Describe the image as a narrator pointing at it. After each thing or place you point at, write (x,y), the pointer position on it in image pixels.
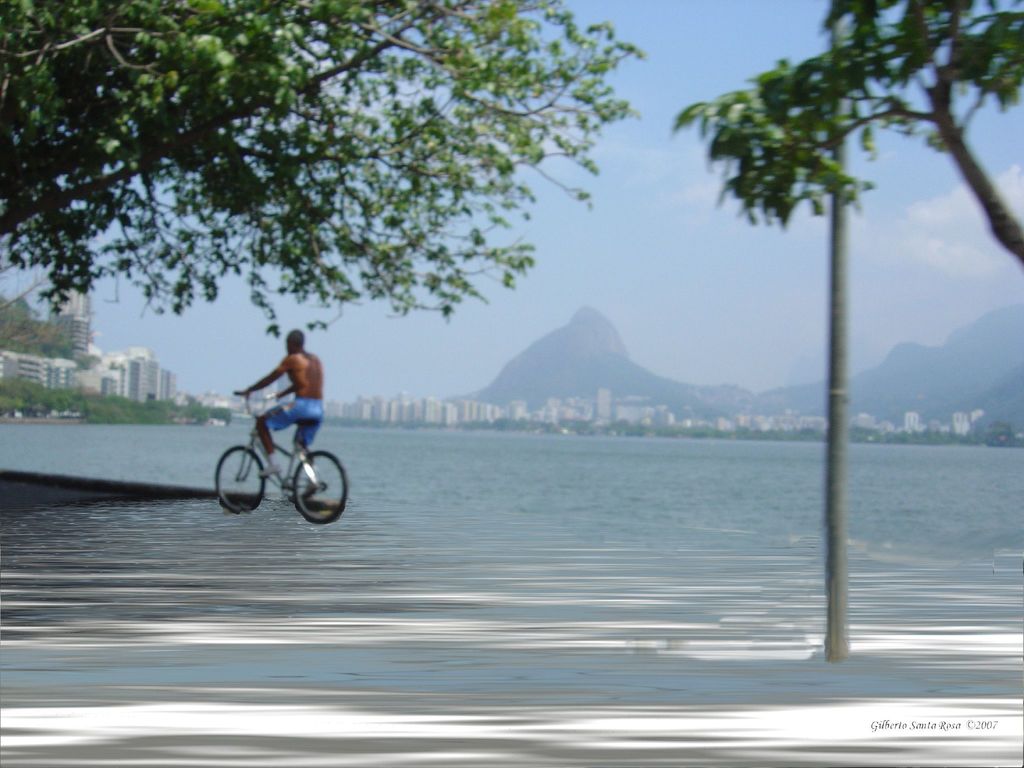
In the image there is a man (268,457) riding a bicycle (309,471) on water (216,554). On right side (840,247) we can see a pole (836,263) and tree (946,132) with green leaves (920,47). On left side (48,373) we can see some building (57,371) and trees (136,403), in background (363,361) there are rocks (584,368), buildings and sky (584,247) is on top (590,224).
